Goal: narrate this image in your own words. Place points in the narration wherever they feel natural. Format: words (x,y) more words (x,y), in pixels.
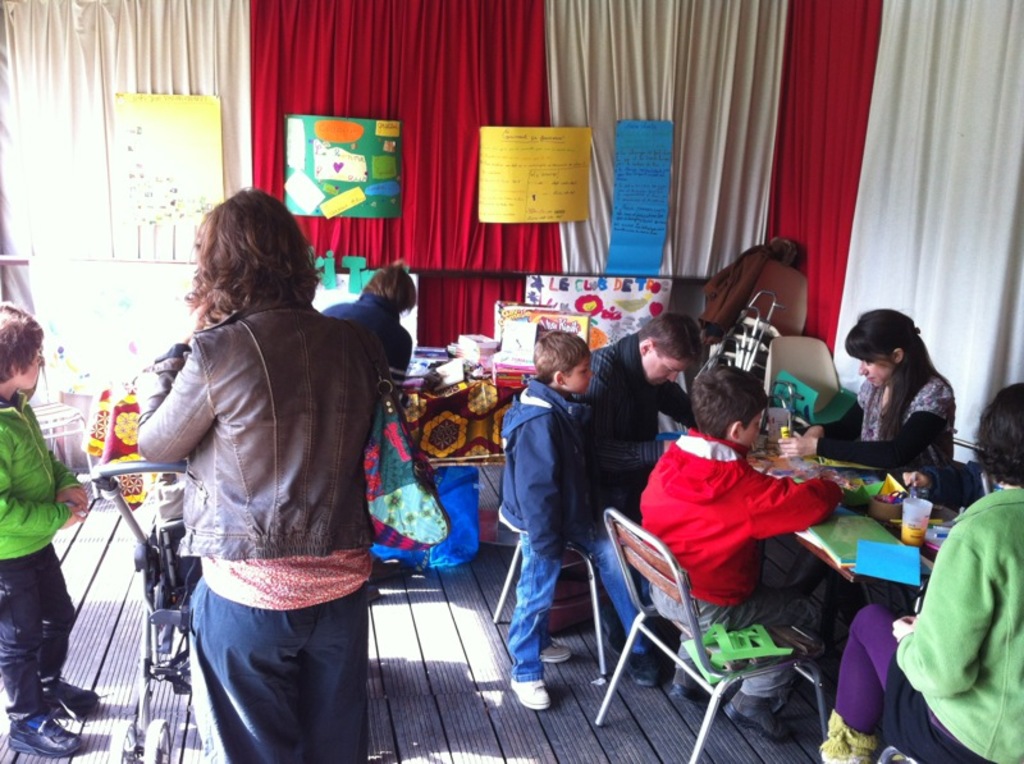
There is a lady (283,439) standing. In the left corner (63,470) a boy (25,469) is standing. On the right (711,436) there are many persons (662,464) sitting. There is a table (852,557). On the table (847,536) there are books (864,540), glasses (907,516) and many other items (799,470). There are chairs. In the background (481,87) there are curtains (839,150). On the curtains (613,176) some posters (538,168) are there.
